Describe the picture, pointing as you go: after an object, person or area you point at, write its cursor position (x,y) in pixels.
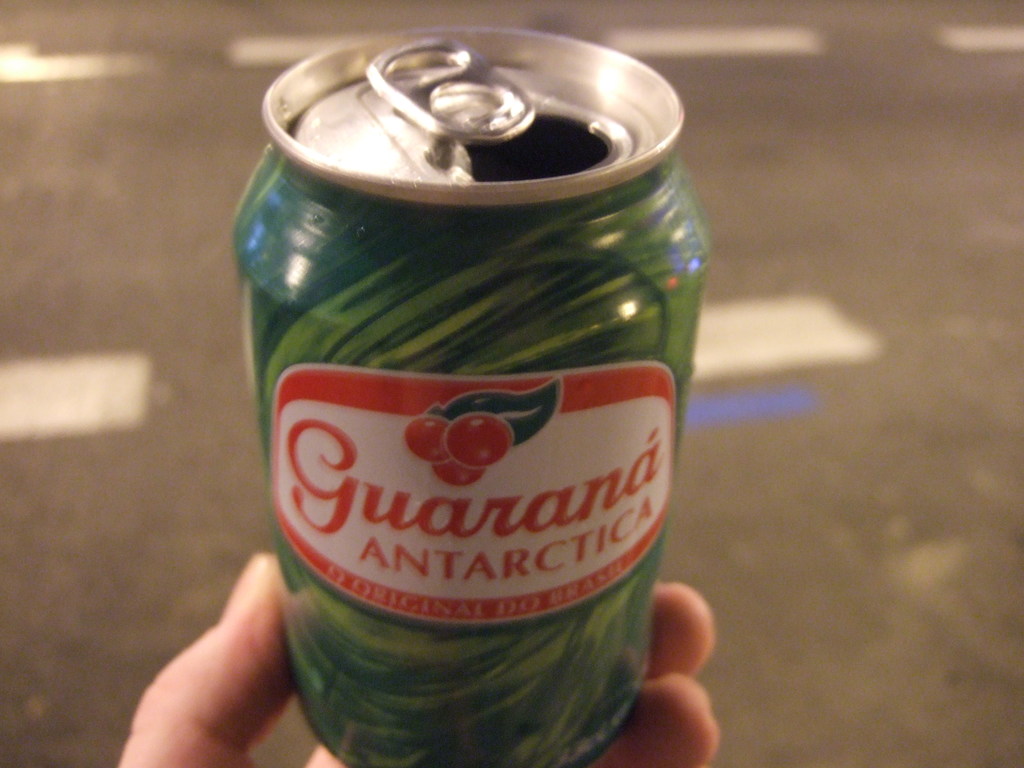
In this image there is a hand (195,677) holding a tin (528,479), in the background (841,298) there is a road (828,330).
